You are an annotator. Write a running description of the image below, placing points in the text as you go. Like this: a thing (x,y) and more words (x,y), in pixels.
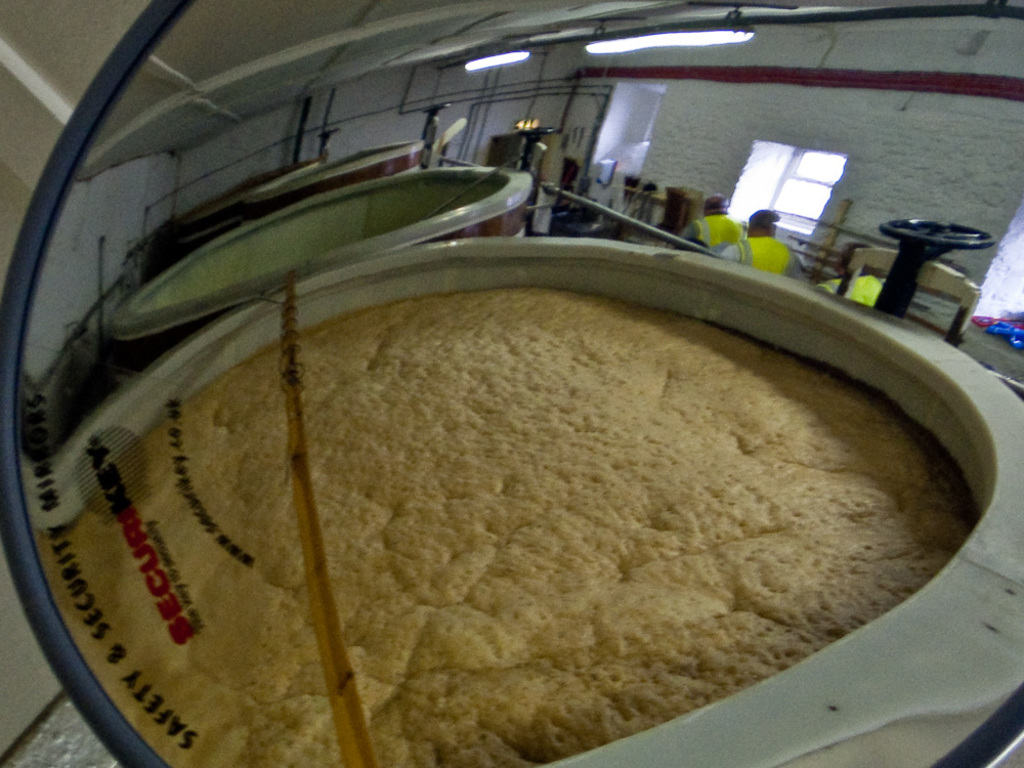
This image is taken indoors. In the background (384,139) there are a few walls (778,137) with windows (801,171) and a door (621,115). There are a few pipelines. At the top of the image (294,41) there is a ceiling (207,43) with a few lights (699,44). At the bottom of the image (338,606) there is a foam (468,508) in the bowl (961,666) and there is a text (62,531) on the mirror (89,543). A few people (771,213) are standing and there are a few things (651,196).
